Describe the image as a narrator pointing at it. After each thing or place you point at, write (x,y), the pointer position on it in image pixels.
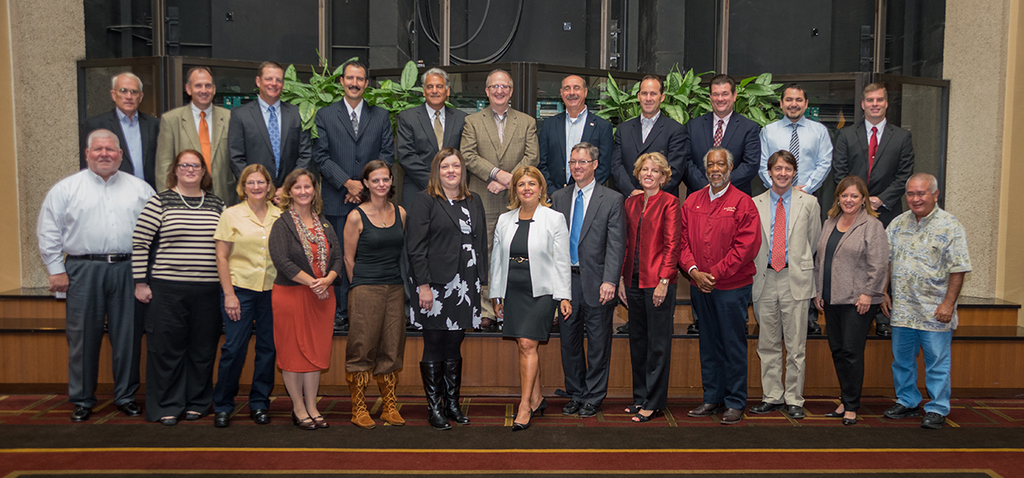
In this image we can see many persons (620,245) standing on the floor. In the background (767,35) we can see plants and building (204,29).
